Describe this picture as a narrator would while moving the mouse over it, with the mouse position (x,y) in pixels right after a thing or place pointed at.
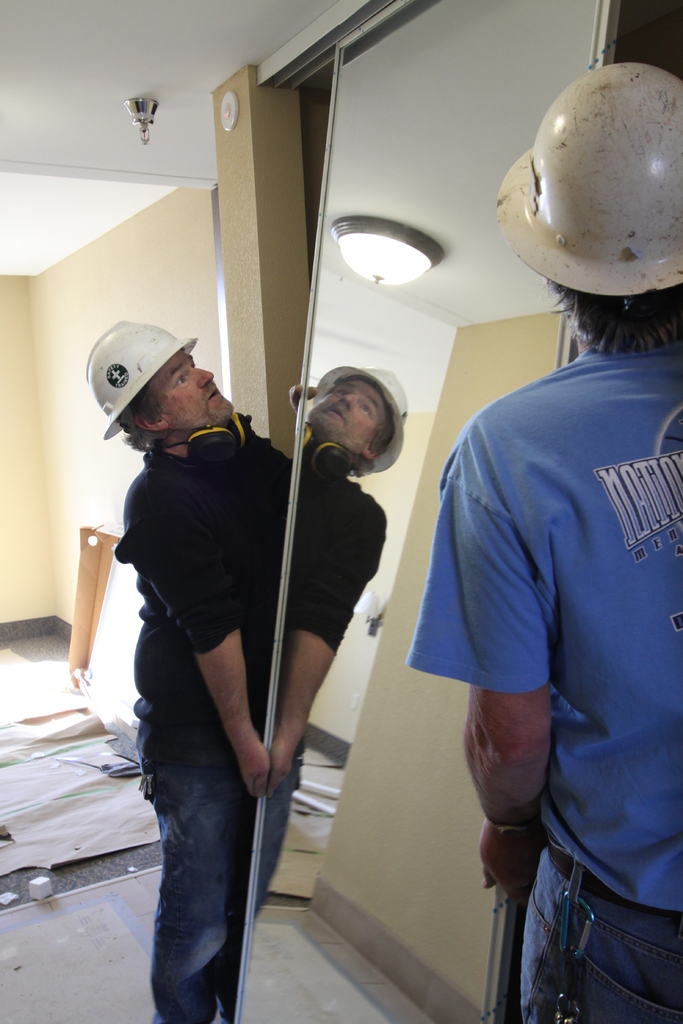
In this image we can see two persons (274,483) wearing helmets (649,287) are holding a mirror (360,610) in their hands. One person (277,518) wearing a black dress (195,527) and a headphone (195,448). In the background (79,796), we can see some lights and papers (76,808) placed on the ground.
